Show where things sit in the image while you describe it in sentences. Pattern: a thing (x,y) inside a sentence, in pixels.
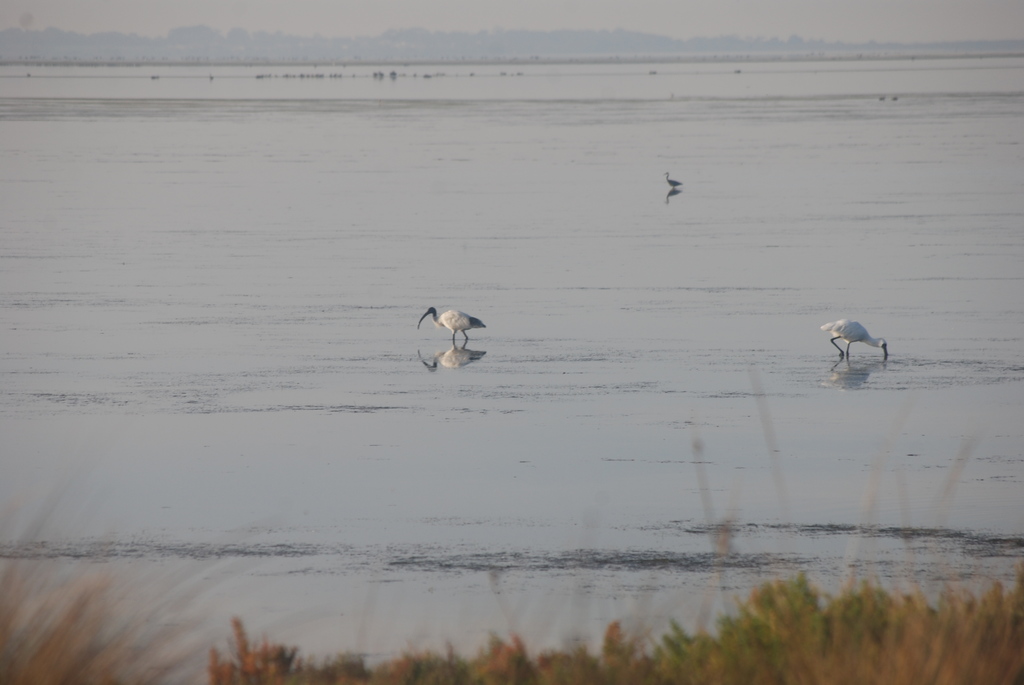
In this image I can see plants (949,650) in the front (964,660). There are birds (875,338) standing in the water (647,276). There is sky (461,12) at the top (281,32).
